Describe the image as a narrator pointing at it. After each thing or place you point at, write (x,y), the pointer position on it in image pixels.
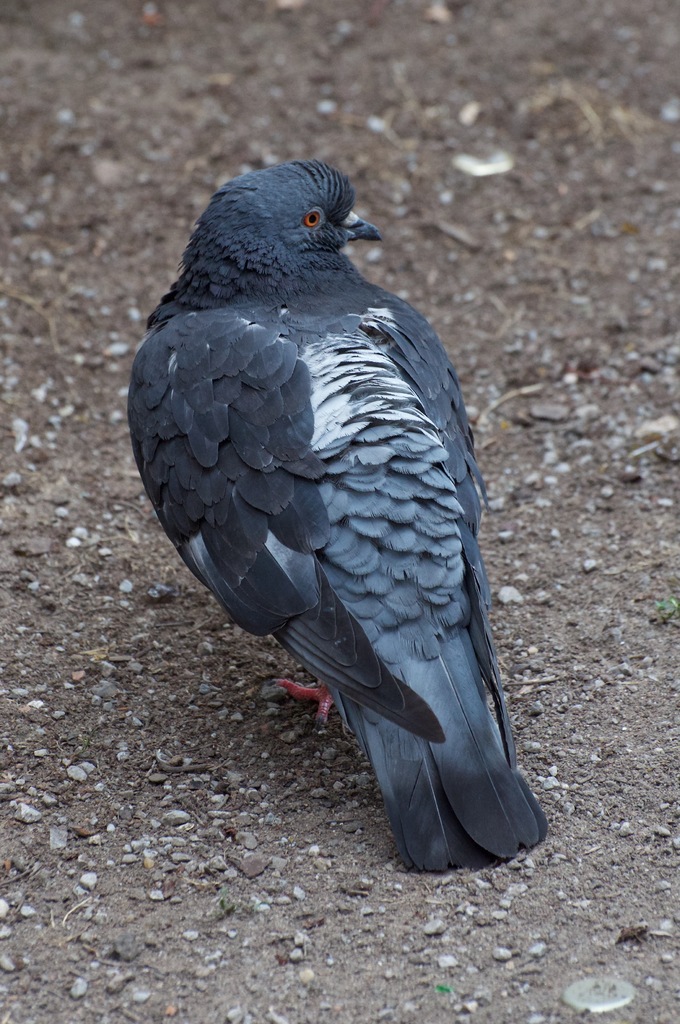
In this image, we can see a bird (348,653) is on the ground (527,930).
